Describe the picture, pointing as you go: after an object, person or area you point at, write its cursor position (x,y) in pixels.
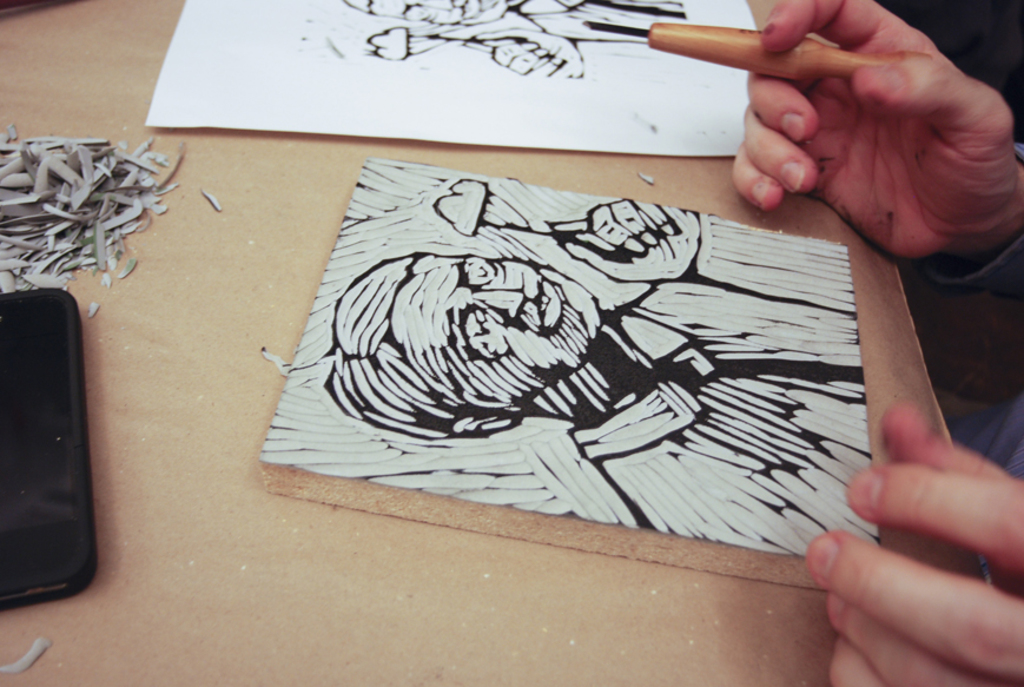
In this image I can see the wooden objects (461,249) and paper (534,130) on the brown color surface (256,549). I can see the persons art (450,230) on the wooden object (520,300). To the side I can see the black and ash color objects (80,221). To the right (927,140) I can see two hands (861,191) of the person (850,205) on the brown color surface (362,579).
